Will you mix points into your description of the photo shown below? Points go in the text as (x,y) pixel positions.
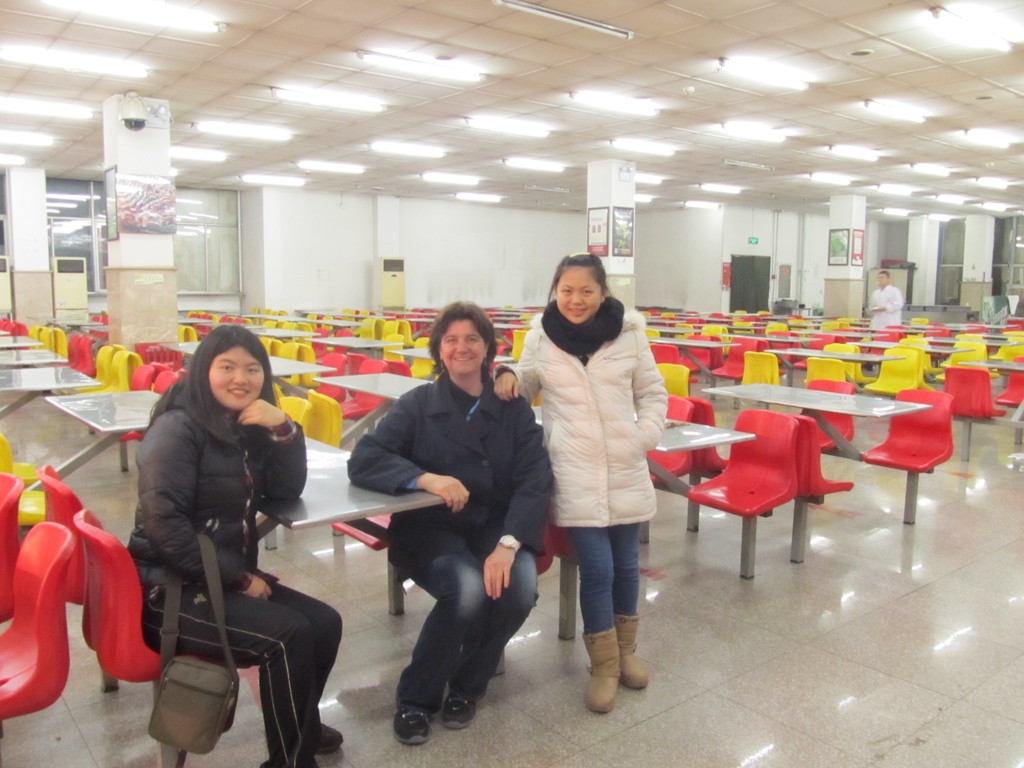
In this picture three women (439,513) are there, two sitting on the chair (572,611) and one standing, taking a picture there are so many chairs (726,487) are arranged in between them there is a tables (674,429) background (879,295) we can see a person (897,304) walking.
